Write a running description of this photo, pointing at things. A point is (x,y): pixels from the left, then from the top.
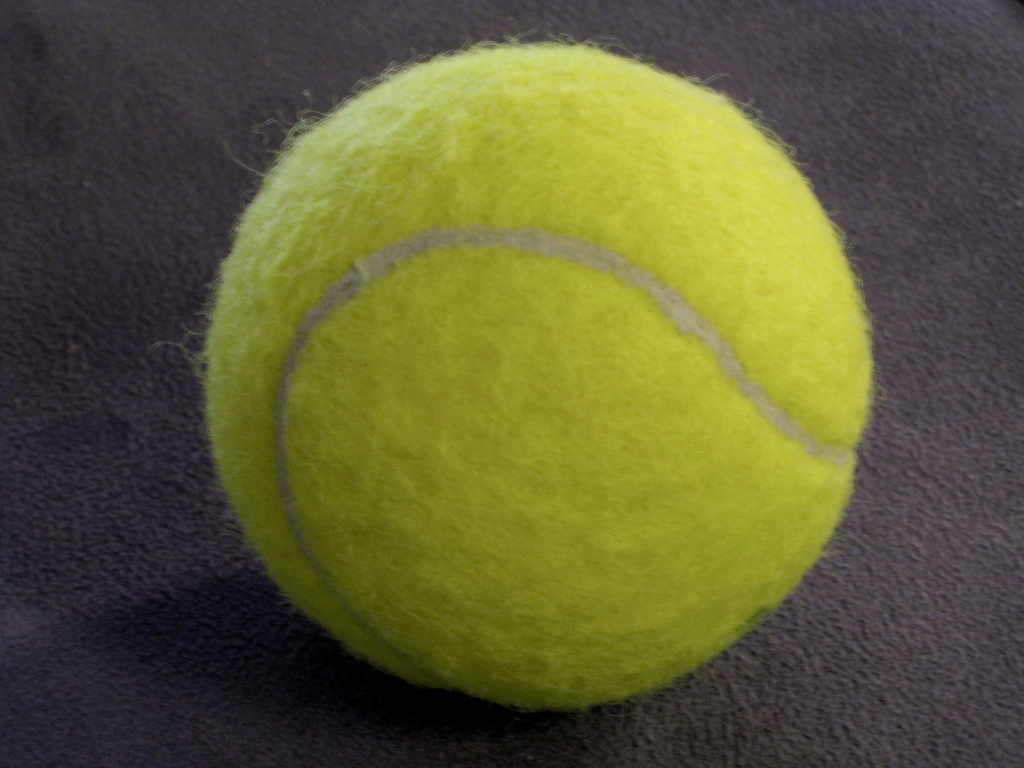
In this image we can see a ball (822,419) on the carpet (107,138).
